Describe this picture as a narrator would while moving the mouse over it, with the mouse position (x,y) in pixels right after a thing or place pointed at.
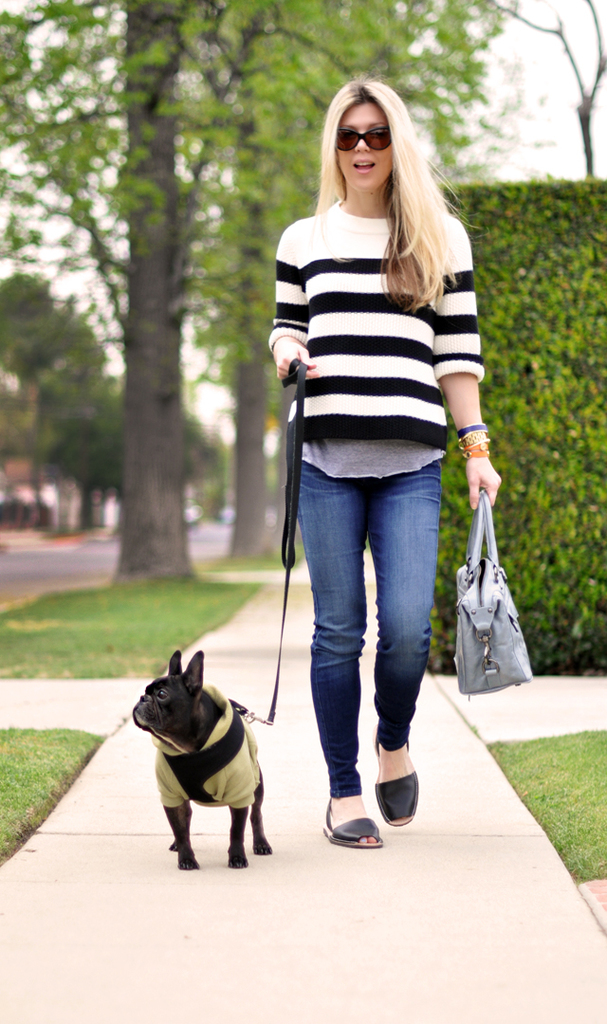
In this picture we can see a woman (390,303) wearing a white and black stripe t-shirt (368,369), walking on the pedestrian path (339,862) and holding the dog leash (293,429). Behind there are some trees (81,241) and plants (527,513).
